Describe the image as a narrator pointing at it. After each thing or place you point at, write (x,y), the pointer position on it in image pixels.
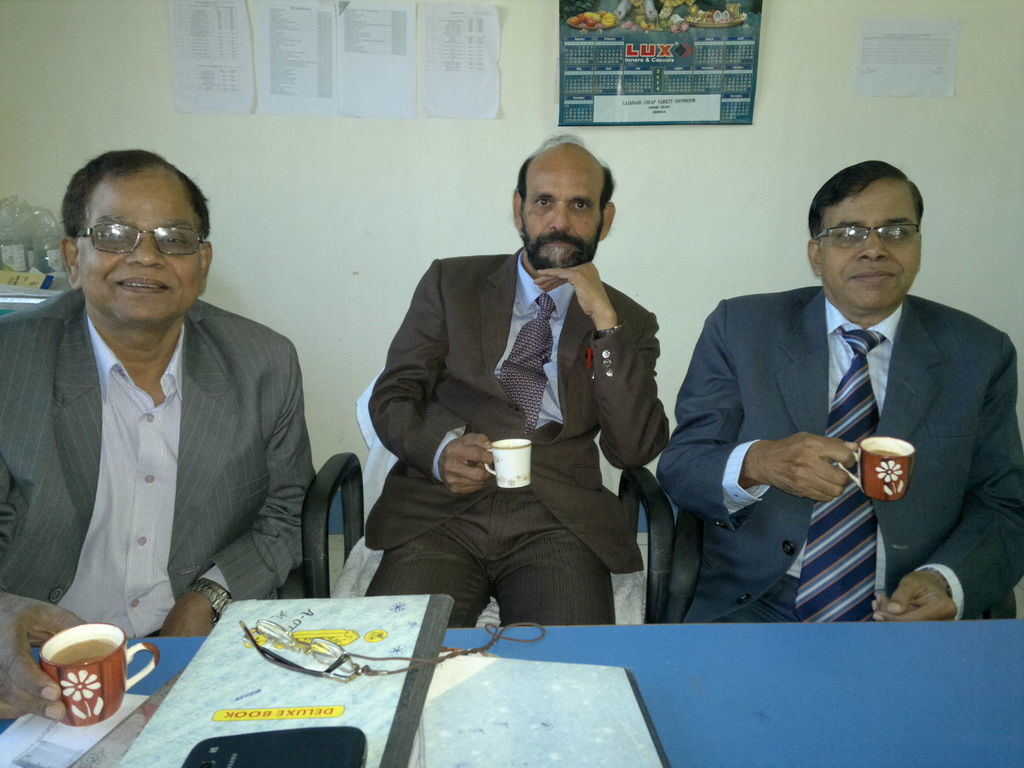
Here in this picture we can see three men (401,392) are sitting and holding cup (882,476) in their hands (822,482). In front of them there is a blue color table (827,710). On that table (856,718) there are some books (389,718), mobile (277,751) and spectacles (335,676). Behind them there is a wall (420,210) with papers (310,45) and a calendar (658,70) on it.
